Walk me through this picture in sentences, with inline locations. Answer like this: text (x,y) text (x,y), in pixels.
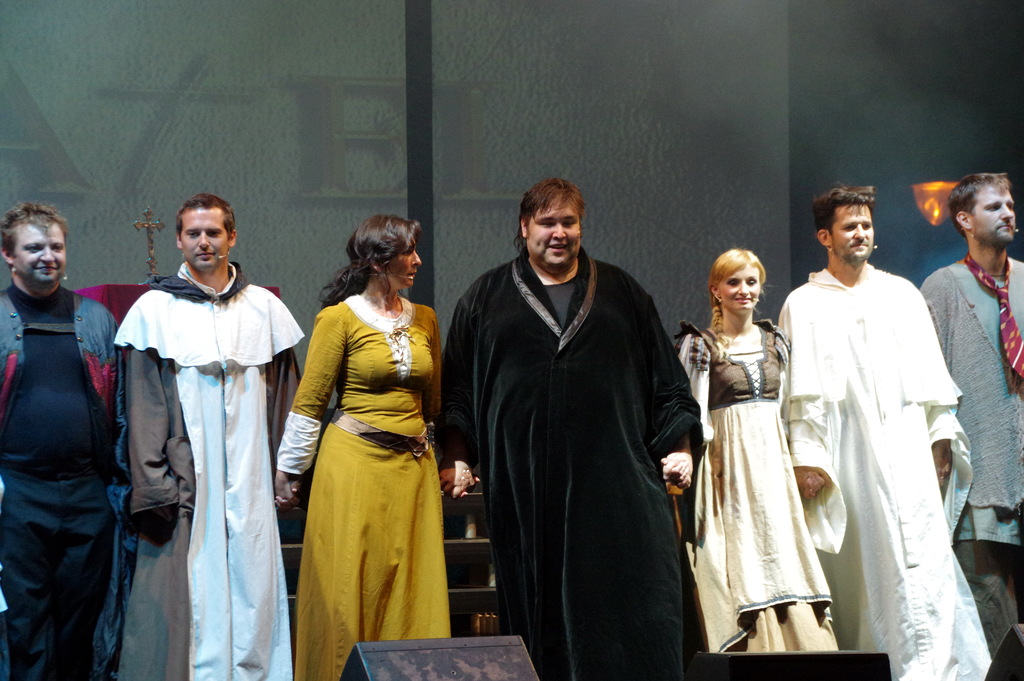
In the image there are a group of people (466,404) standing by holding their hands (279,489) with each other, behind them there is a christ cross (149,234) and in the background (79,57) it looks like there are some posters (518,104).
